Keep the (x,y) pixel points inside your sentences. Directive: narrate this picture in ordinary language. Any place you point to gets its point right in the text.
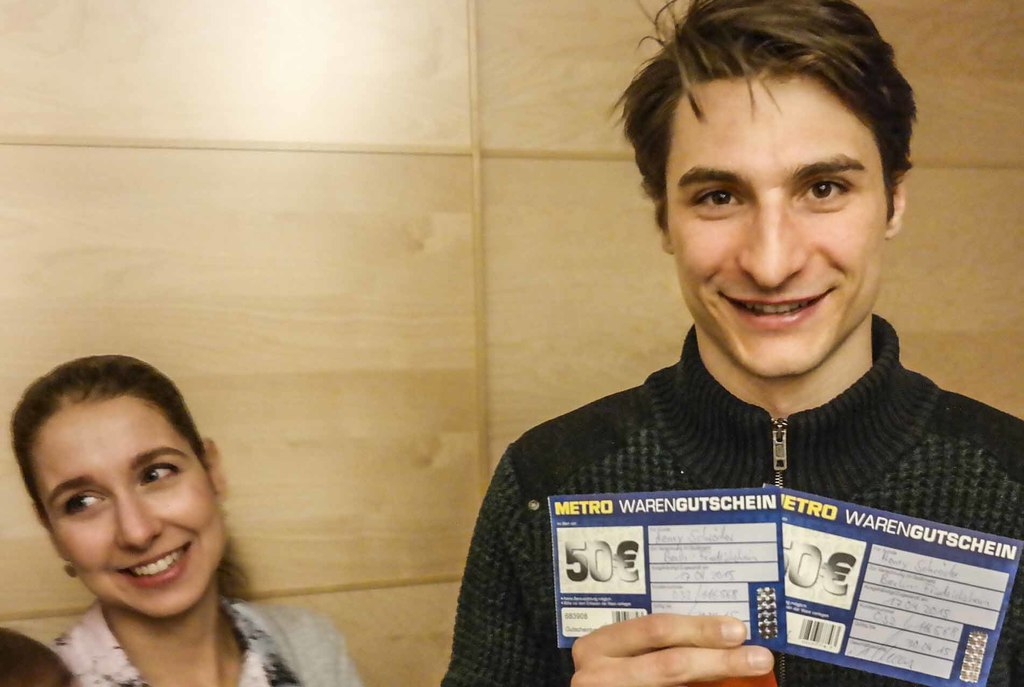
On the right side (738,436) there is a man (773,227) holding two cards (713,597) in the hand (694,627) and smiling by looking at the picture. On the left side (149,559) there is a woman (153,603) smiling by looking at the left side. In the background (371,295) there is a wooden surface (398,259). On these cards (696,564) I can see some text (811,583).
